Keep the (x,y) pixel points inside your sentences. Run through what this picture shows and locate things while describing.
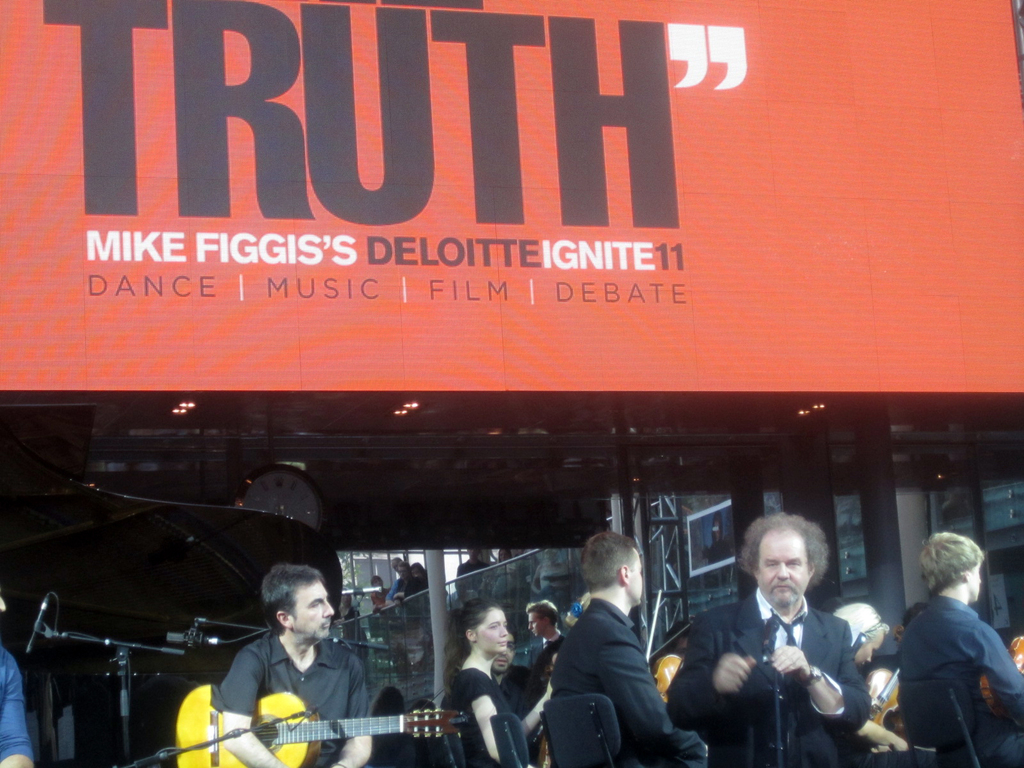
In this image we can see a group of people (651,712), some people (869,711) are sitting on chairs (607,717) holding musical instruments (255,707). In the foreground of the image (211,740) we can see some microphones (170,634) on stands (145,644), a piano (92,731) and a clock (283,497). In the center of the image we can see a metal frame (676,527), a poster (711,545) with a picture (722,538). At the top of the image (523,63) we can see a screen (484,89) with some text (417,178) on it.
